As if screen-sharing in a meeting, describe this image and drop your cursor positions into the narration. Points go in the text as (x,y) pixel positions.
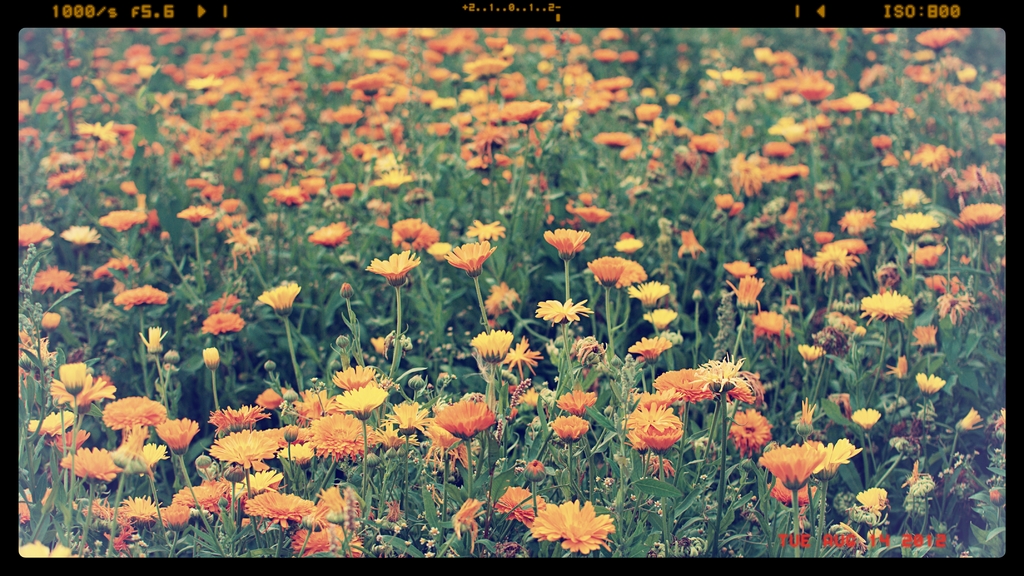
In this image we can see group of plants (437,144) with flowers (287,201). At the top of the image (937,16) we can see some numbers (166,14). In the bottom right corner of the image (913,536) we can see some text (804,541).
